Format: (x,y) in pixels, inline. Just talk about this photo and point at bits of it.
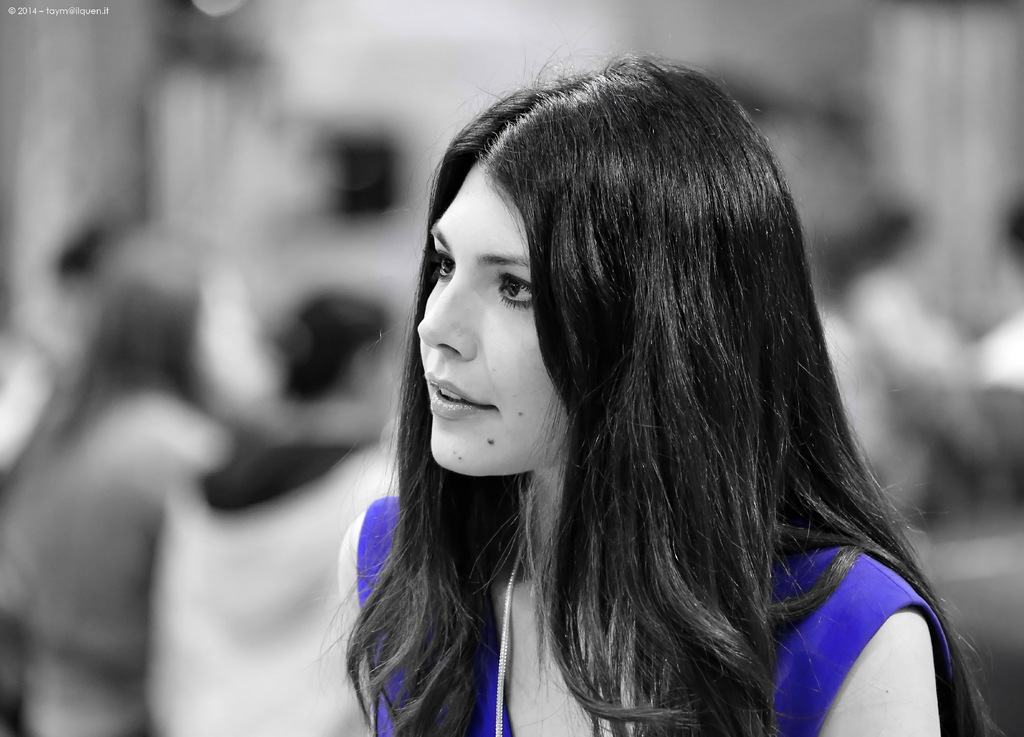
In the middle of the image (433,415) a woman (697,146) is sitting and watching. Behind her few people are sitting. Background of the image (1002,560) is blur.
